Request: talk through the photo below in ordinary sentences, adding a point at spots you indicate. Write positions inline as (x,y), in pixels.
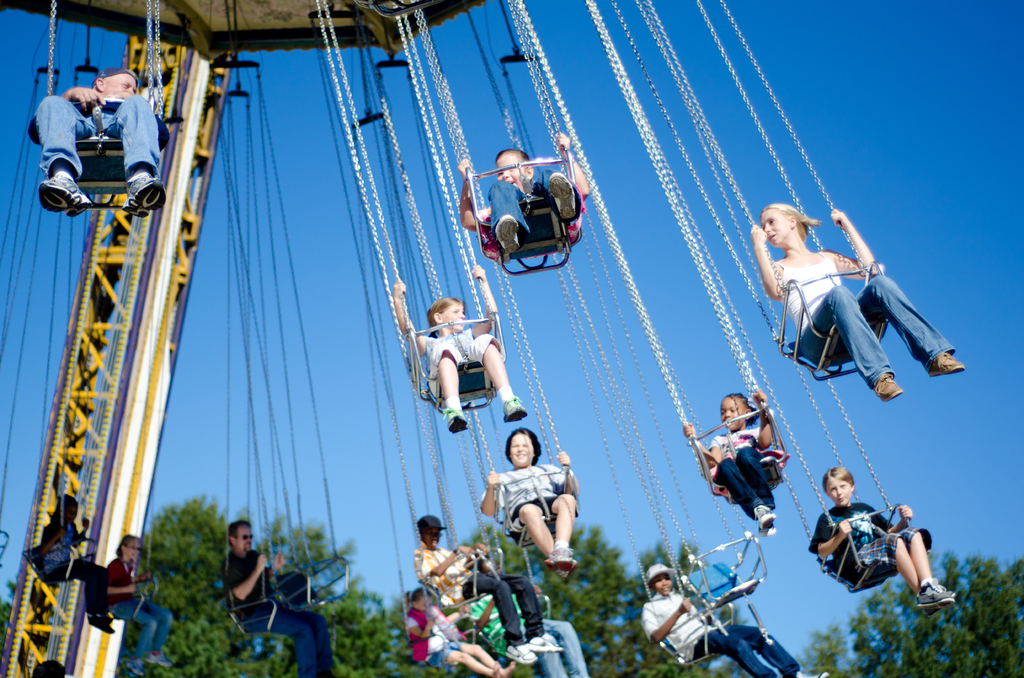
In this image we can see people (848,528) are present on the chain swing ride (124,495). In the background (959,73), we can see the sky (969,214) and trees (962,648).
